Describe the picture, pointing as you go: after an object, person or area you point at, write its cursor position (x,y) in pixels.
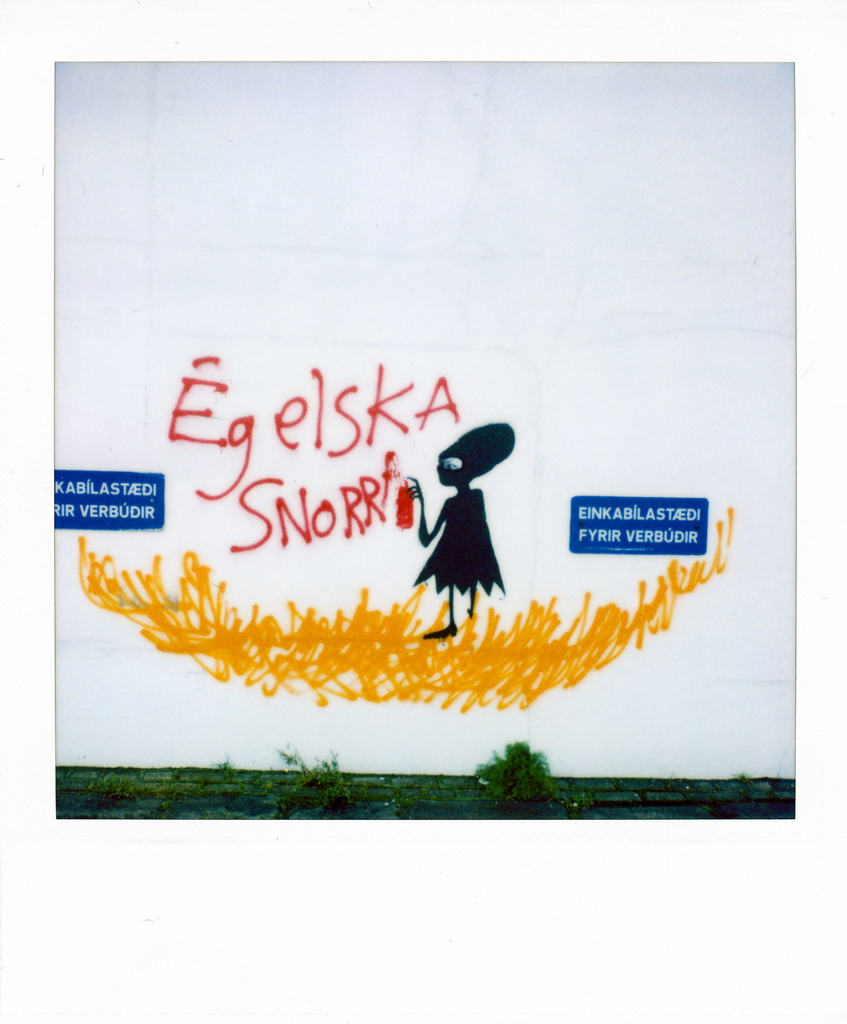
I think this is the painting (415,610) on the wall (438,664). These are the boards (588,524), which are attached to the wall (588,645). I can see the weeds (290,761).
